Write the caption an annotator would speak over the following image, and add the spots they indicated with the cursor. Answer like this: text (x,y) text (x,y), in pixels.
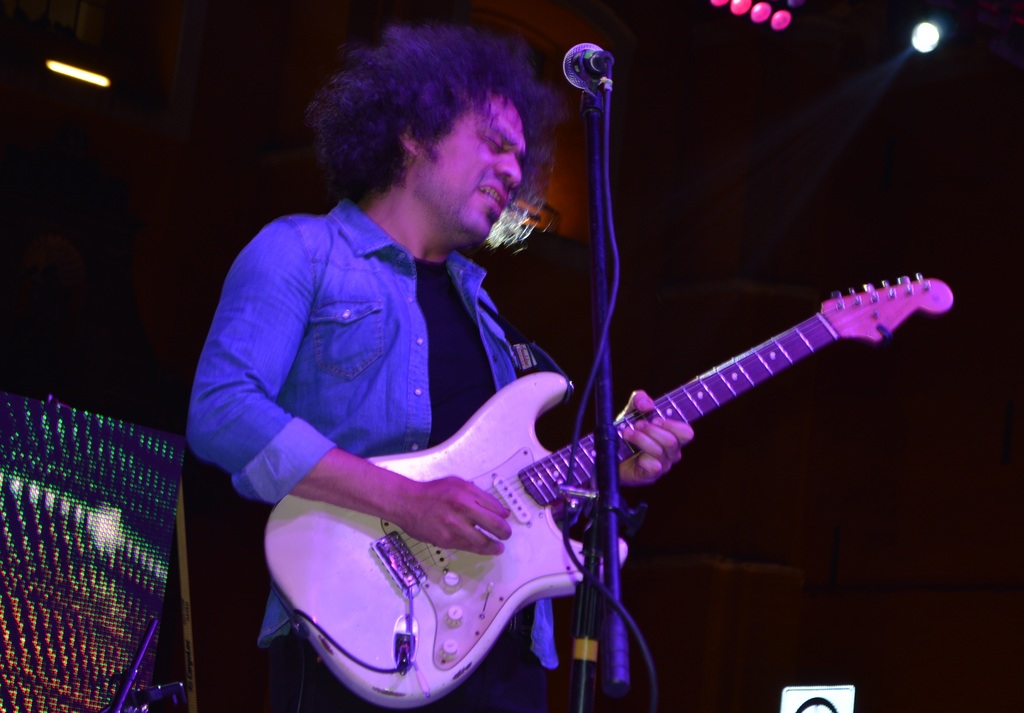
In this picture there is a person (447,425) standing and playing guitar (744,390) and he is singing. In the foreground (590,142) there is a microphone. On the left side of the image (13,544) there is a screen (123,609). On the right side of the image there is a board (801,693). At the top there are lights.
